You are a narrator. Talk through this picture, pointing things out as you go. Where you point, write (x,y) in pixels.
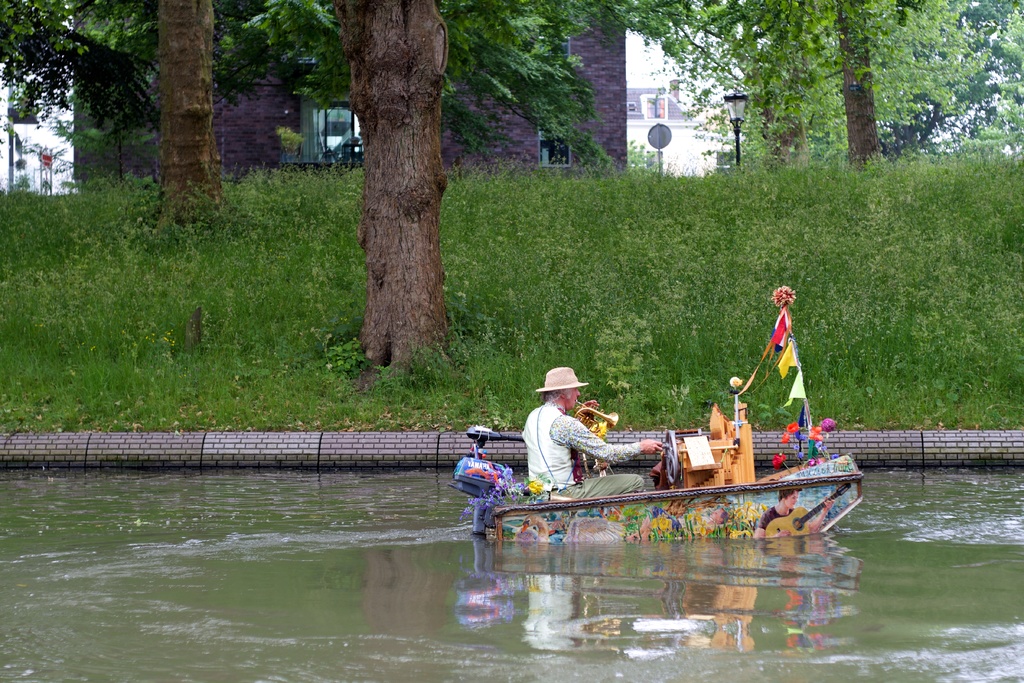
In this image there are buildings (721,144) towards the top of the image (501,102), there are trees (819,100), there are poles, there are boards (665,141), there is a streetlight (733,104), there are plants (209,291), there is water (319,542) towards the bottom of the image (221,567), there is a boat (663,497) on the water (723,628), there is a man (579,462) sitting in the boat (559,500), he is playing a musical instrument (588,422).
